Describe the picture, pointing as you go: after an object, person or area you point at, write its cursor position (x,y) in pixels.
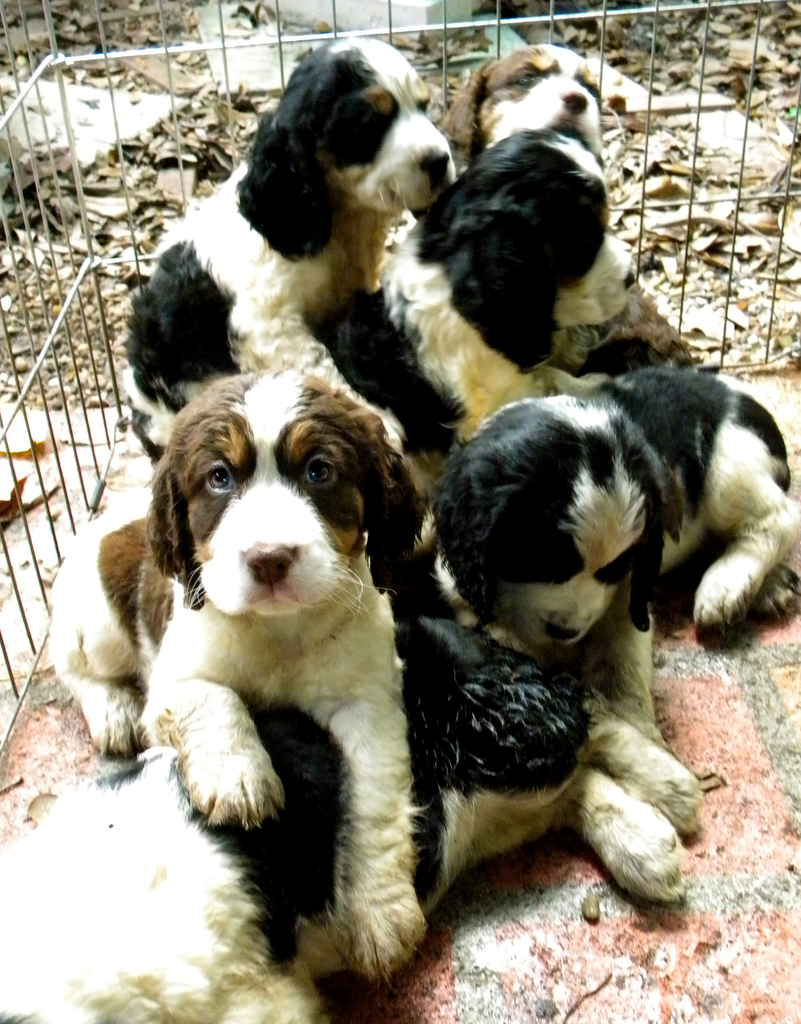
In the picture I can see few dogs (446,863) and there is a fence (169,78) around them and there are few dried leaves (743,88) in the background (448,59).
